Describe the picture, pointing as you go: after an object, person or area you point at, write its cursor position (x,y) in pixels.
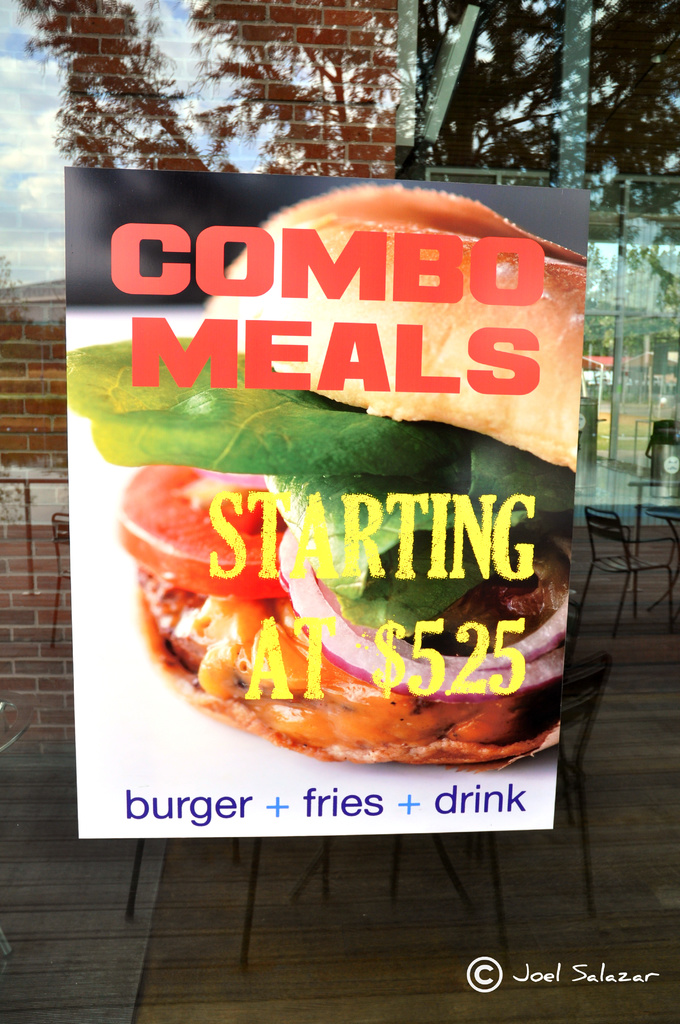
In the center of the picture (309,494) there is a poster (330,389) attached to a glass window (22,179), outside the window (340,129) there are chairs (604,518), tables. On the left (43,377) there is a brick wall (335,82). On the right (676,313) there are poles (614,385), trees (591,289) and buildings (609,365) which can be seen through the reflection (625,370) in the glass mirror (560,154).
